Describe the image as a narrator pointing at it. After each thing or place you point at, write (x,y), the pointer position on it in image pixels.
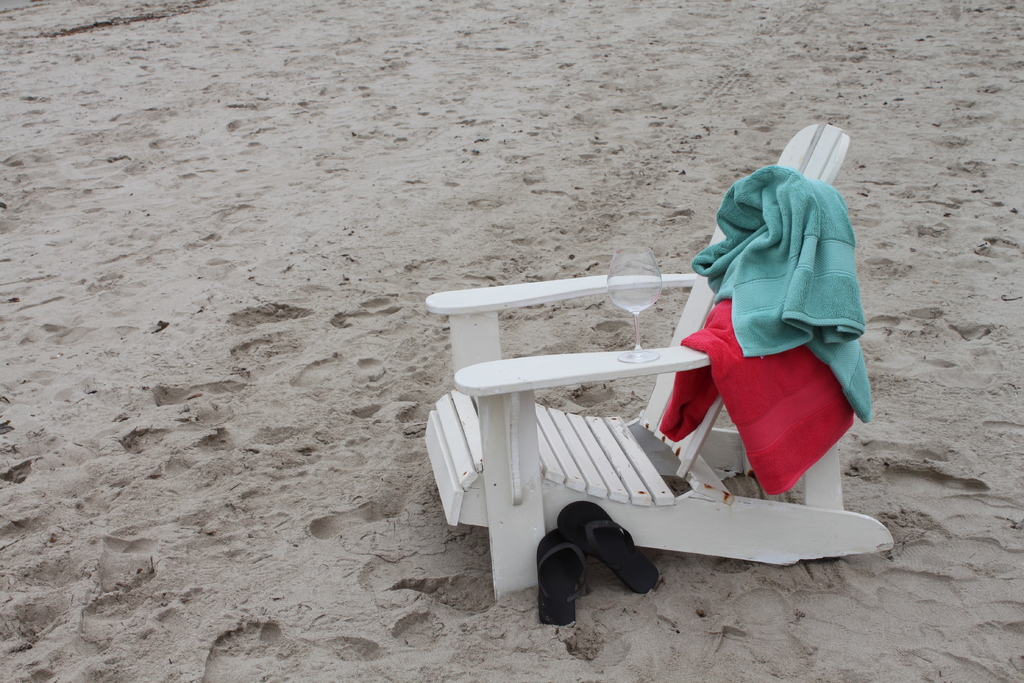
In this image I can see the white color chair (536,446). On the chair (564,430) I can see two towels (756,375) which are in green and red color. And there is a glass (636,342) on it. I can also see the foot wear (551,561) to the side. These are on the sand (224,313).
